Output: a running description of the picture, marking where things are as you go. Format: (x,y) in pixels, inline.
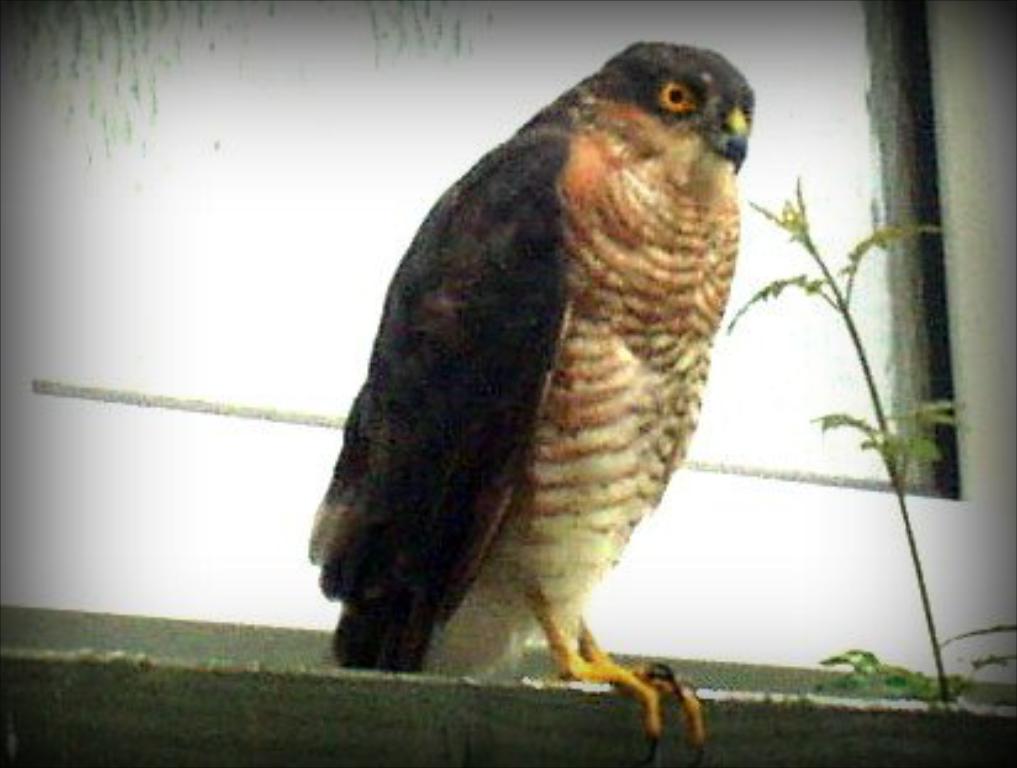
In this image I can see a bird (691,265), beside the bird (691,265) I can see a plant (893,450) and the bird (598,651) is visible in front of the window (794,348).
